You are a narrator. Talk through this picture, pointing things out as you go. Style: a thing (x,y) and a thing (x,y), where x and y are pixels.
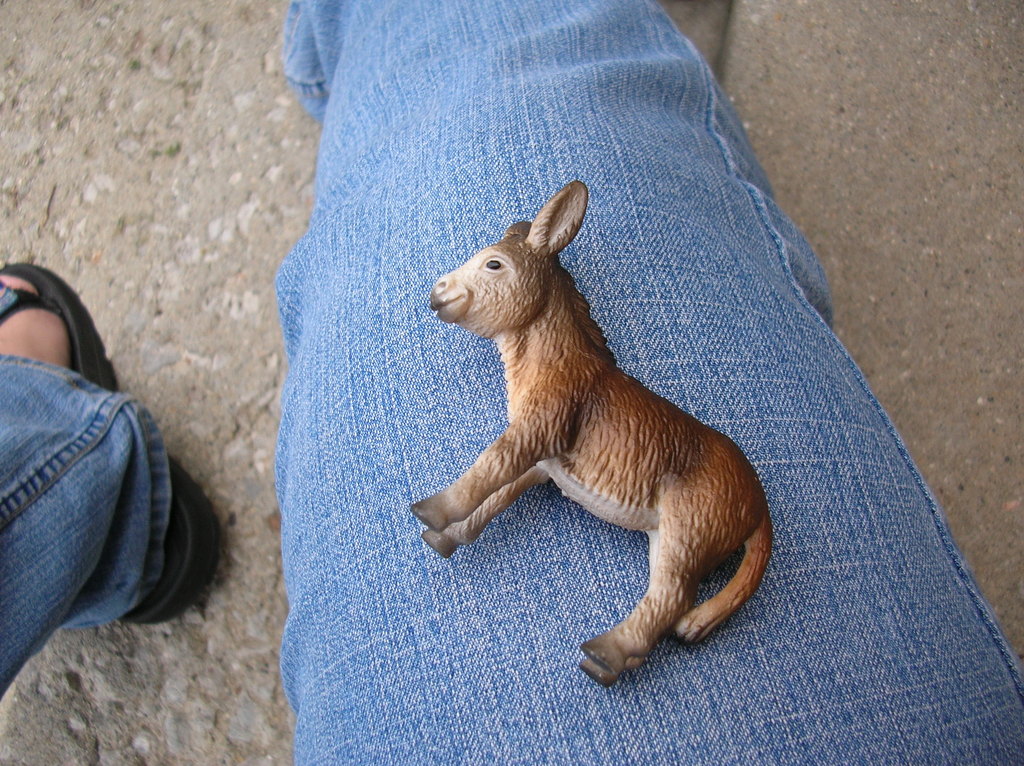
In the image there is a toy (508,356) kept on a thigh (502,212) of a person (404,457) and the person (433,253) is wearing jeans (62,409).
